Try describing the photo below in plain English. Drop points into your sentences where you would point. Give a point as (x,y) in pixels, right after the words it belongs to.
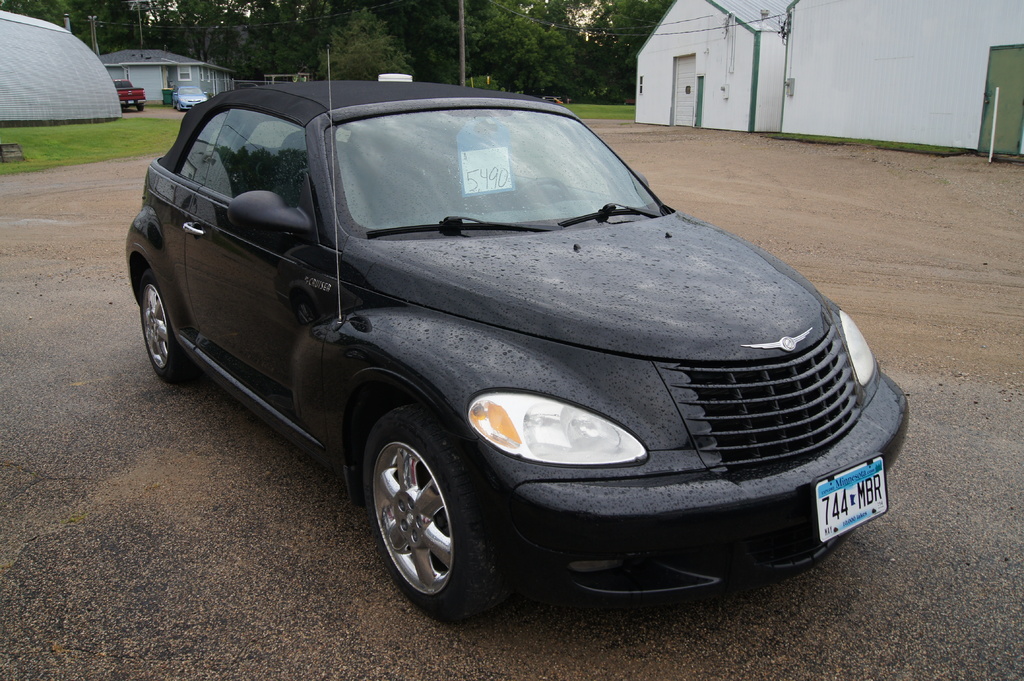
At the bottom of the image (709,610) there is a road (70,424). In the middle of the road (673,189) there is a black car (361,196). Behind the car (289,150) there are houses (756,84) with walls (649,73) and roofs (73,96) and also there are poles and vehicles (184,95) on the ground (142,132). And in the background (453,68) there are trees (425,37).
